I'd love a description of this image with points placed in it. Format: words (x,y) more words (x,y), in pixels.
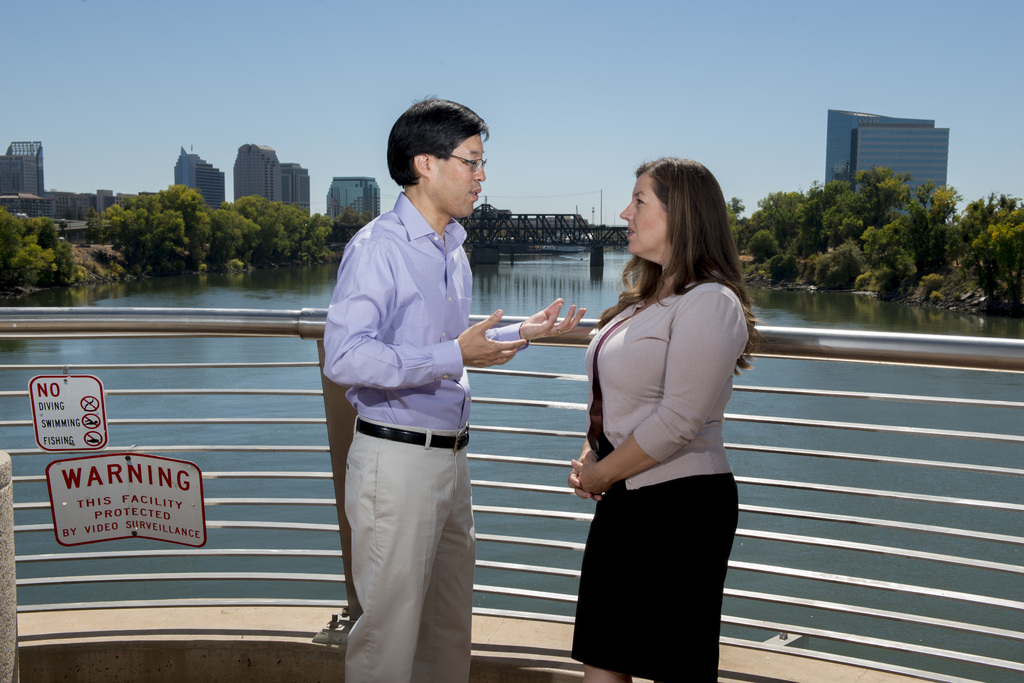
This is an outside view. Here I can see a woman (656,654) and a man (381,448) standing, looking at each other and the man (409,360) is speaking. At the back of these people (396,368) there is a railing (163,365) to which two boards (93,462) are attached. On the boards (100,424) I can see some text (60,421). At the bottom (134,641) there is a wall (159,641). In the background (874,372) there is a river (758,493) and I can see a bridge (565,224). On the right (920,161) and left side of the image (178,256) there are many trees (872,256) and buildings (276,195). At the top of the image (360,58) I can see the sky (519,33).
